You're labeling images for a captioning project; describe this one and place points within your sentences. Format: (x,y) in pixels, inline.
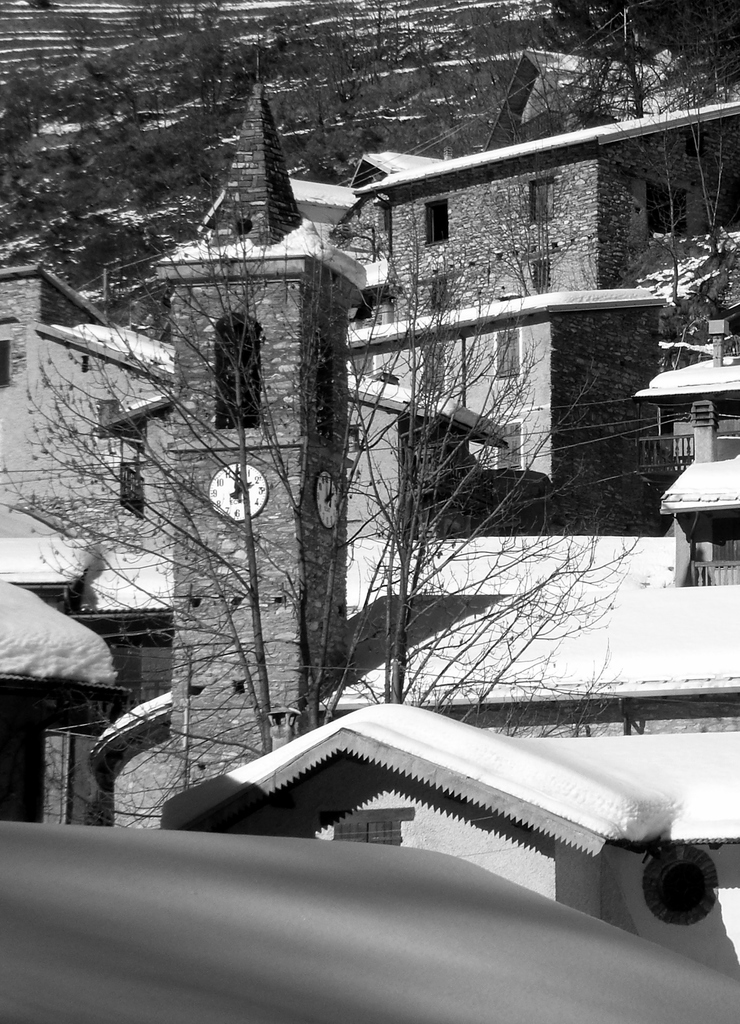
In this picture I can see buildings (348,398), trees (329,605) and wires (588,403). This picture is black and white in color.
